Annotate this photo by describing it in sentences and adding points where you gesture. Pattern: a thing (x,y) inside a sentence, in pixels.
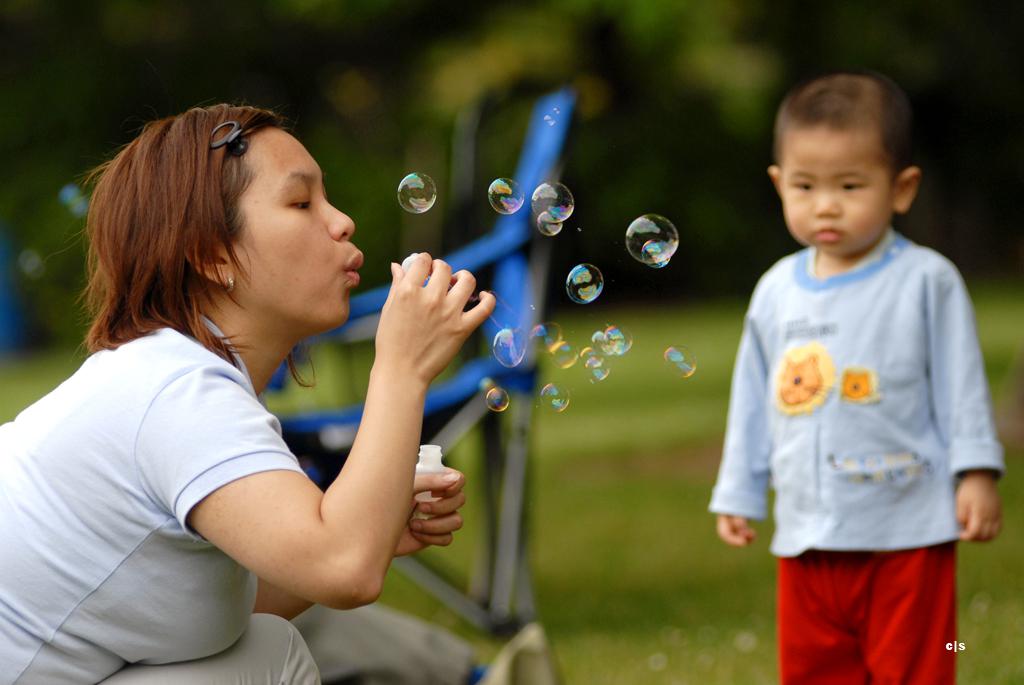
In this picture there is a woman (219,331) holding the objects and there is a boy (857,254) standing. In the foreground (550,236) there are water bubbles (593,283) in the air (623,267). At the back (621,103) there is a chair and there are trees (89,67). At the bottom (621,458) there is grass (627,549).
